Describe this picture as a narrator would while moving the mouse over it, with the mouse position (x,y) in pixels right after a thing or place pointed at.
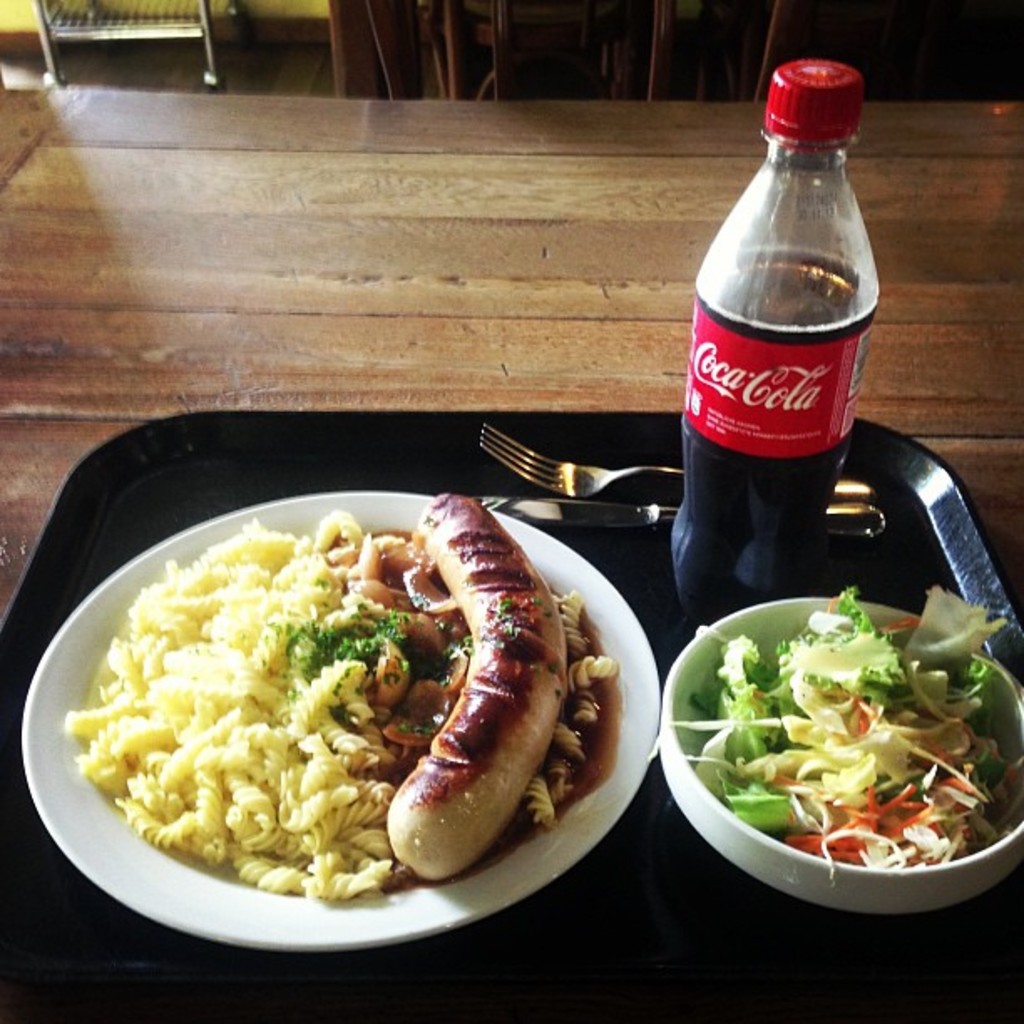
In this image, there is a table (164,172) contains some food (299,665), plates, bottle (801,304), knife (558,522) and fork (550,475).
